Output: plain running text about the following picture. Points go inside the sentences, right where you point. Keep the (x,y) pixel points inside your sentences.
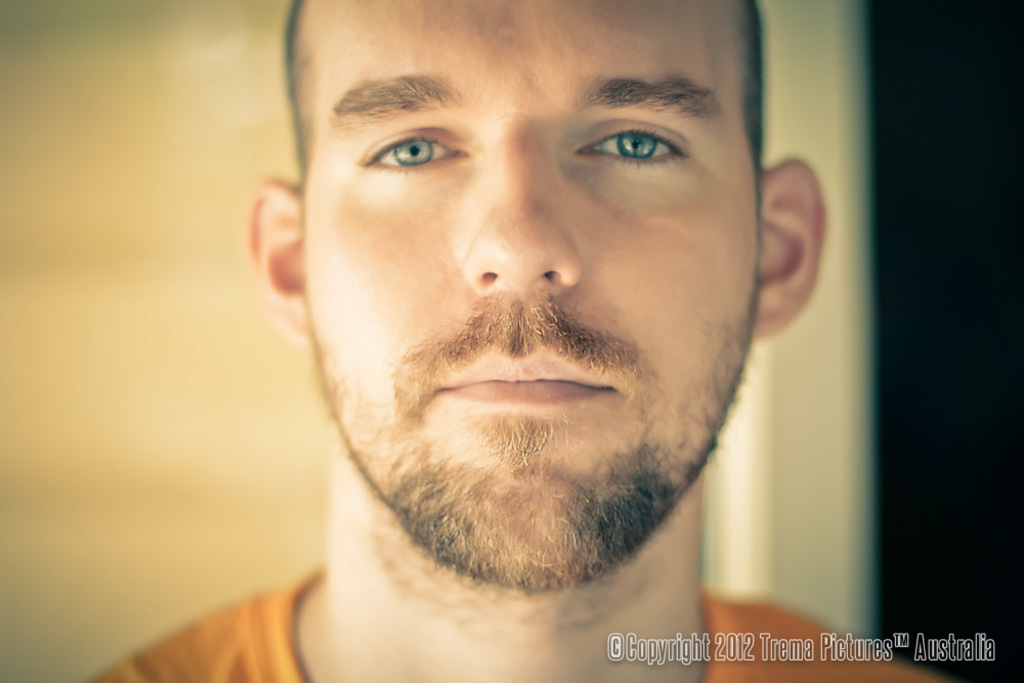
In this picture we can see a person (827,674) wearing an orange T shirt (191,664). A wall (207,593) is visible in the background (93,386). Water mark (843,656) is seen on bottom right (785,644).
